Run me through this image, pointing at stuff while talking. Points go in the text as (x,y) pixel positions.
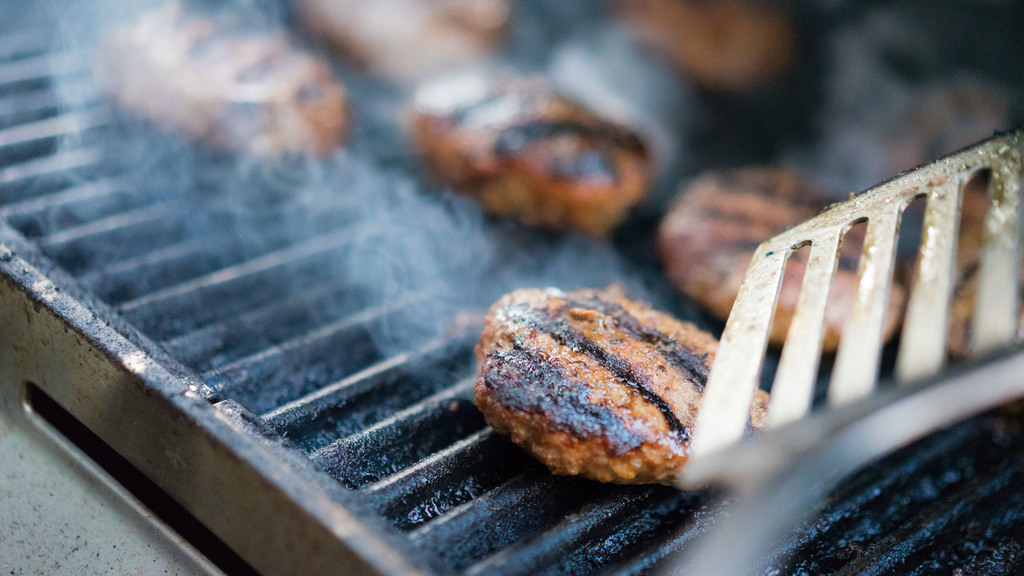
In this image there is a food item (395,25) on grills (393,365) and there is smoke (392,176).
